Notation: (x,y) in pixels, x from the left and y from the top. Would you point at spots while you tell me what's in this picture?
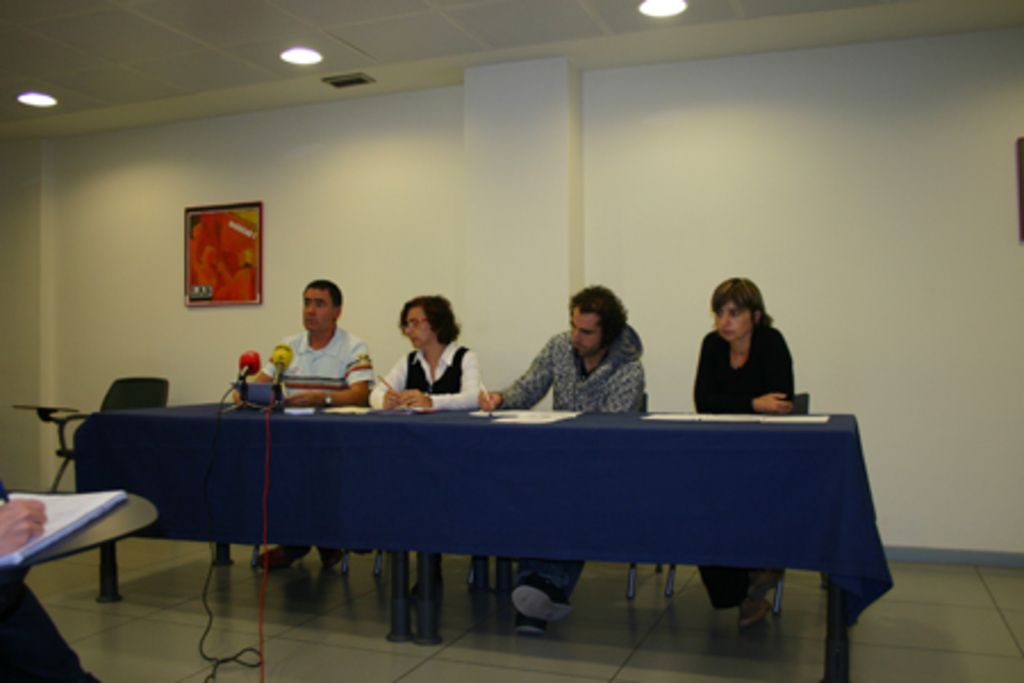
In this image I can see number of people (622,409) are sitting on chairs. Here on this table (257,411) I can see few mics (278,357). In the background (205,284) I can see a frame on this wall (142,200) and a chair (39,408) next to it.
